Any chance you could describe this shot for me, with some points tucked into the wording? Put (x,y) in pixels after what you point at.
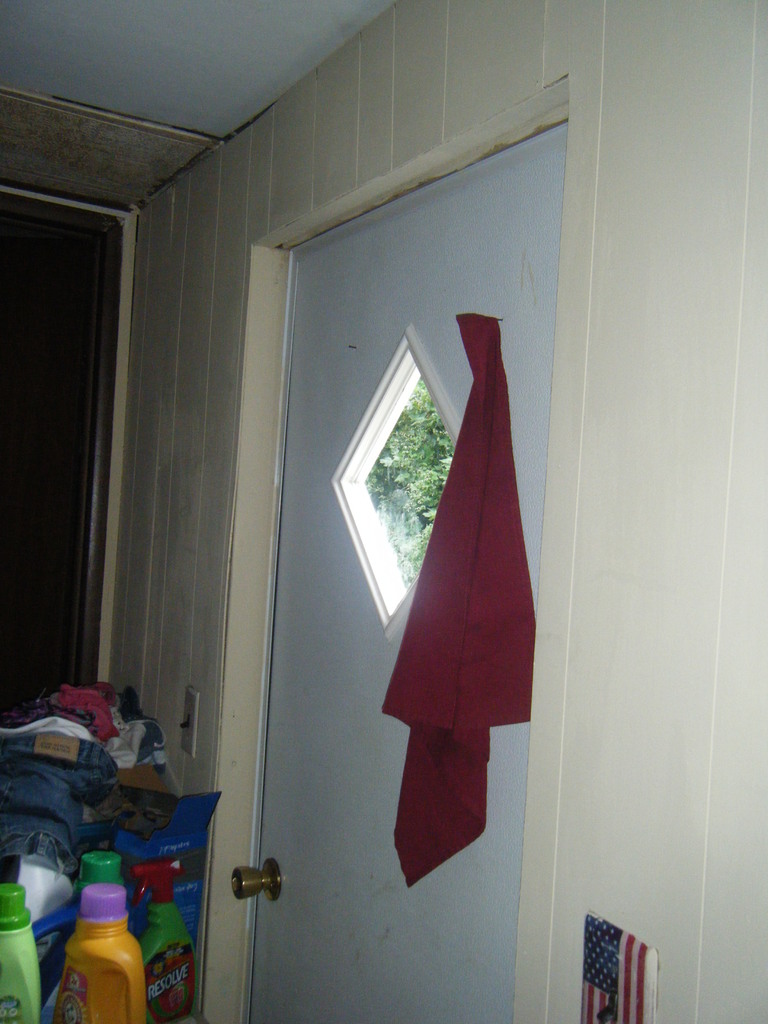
This is a white door (291,851) with a door handle (280,875). Here is the red cloth (468,462) hanging to the door (505,330). These are some bottles (117,986), clothes (60,806) and some objects (125,798) on it. I can see a tree (391,450) through the door (394,407).
